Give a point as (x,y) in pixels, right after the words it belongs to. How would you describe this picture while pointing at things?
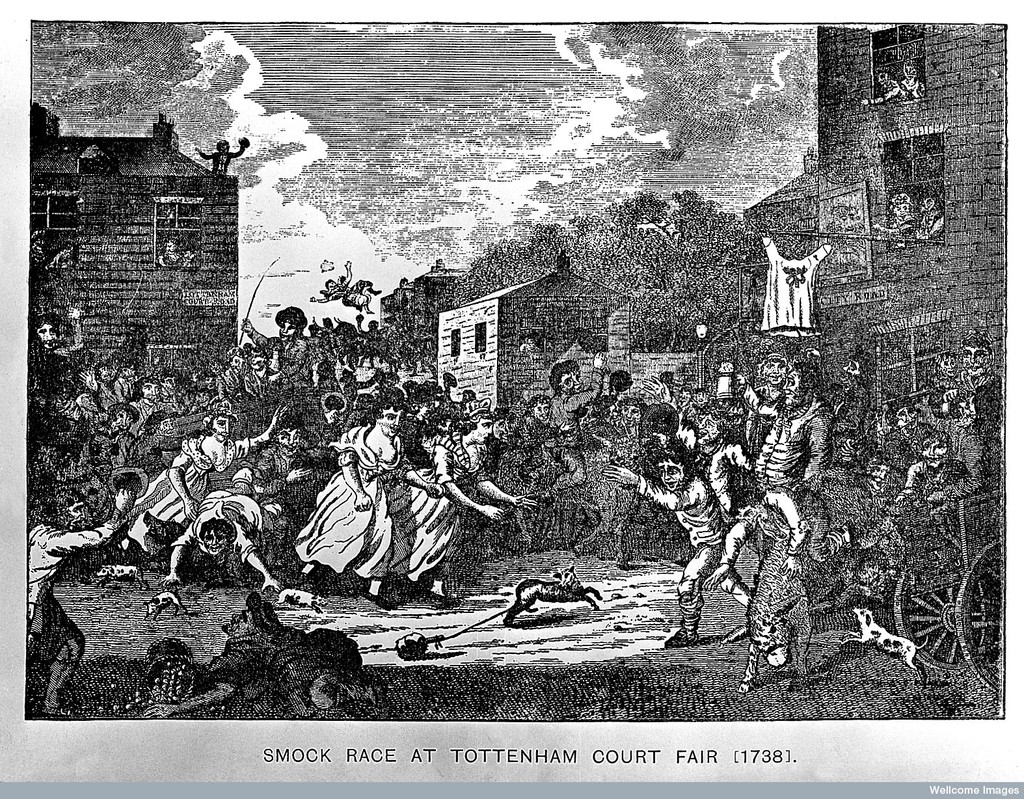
This is an animated image, in this image in the center (373,367) there are a group of people (403,496) who are running. At the bottom (449,655) there are some animals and sand (471,662), in the background (145,242) there are some buildings (550,283) and trees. On the right side (942,546) there is one vehicle (941,573), in that vehicle (941,589) there are some people (917,471) who are sitting.
